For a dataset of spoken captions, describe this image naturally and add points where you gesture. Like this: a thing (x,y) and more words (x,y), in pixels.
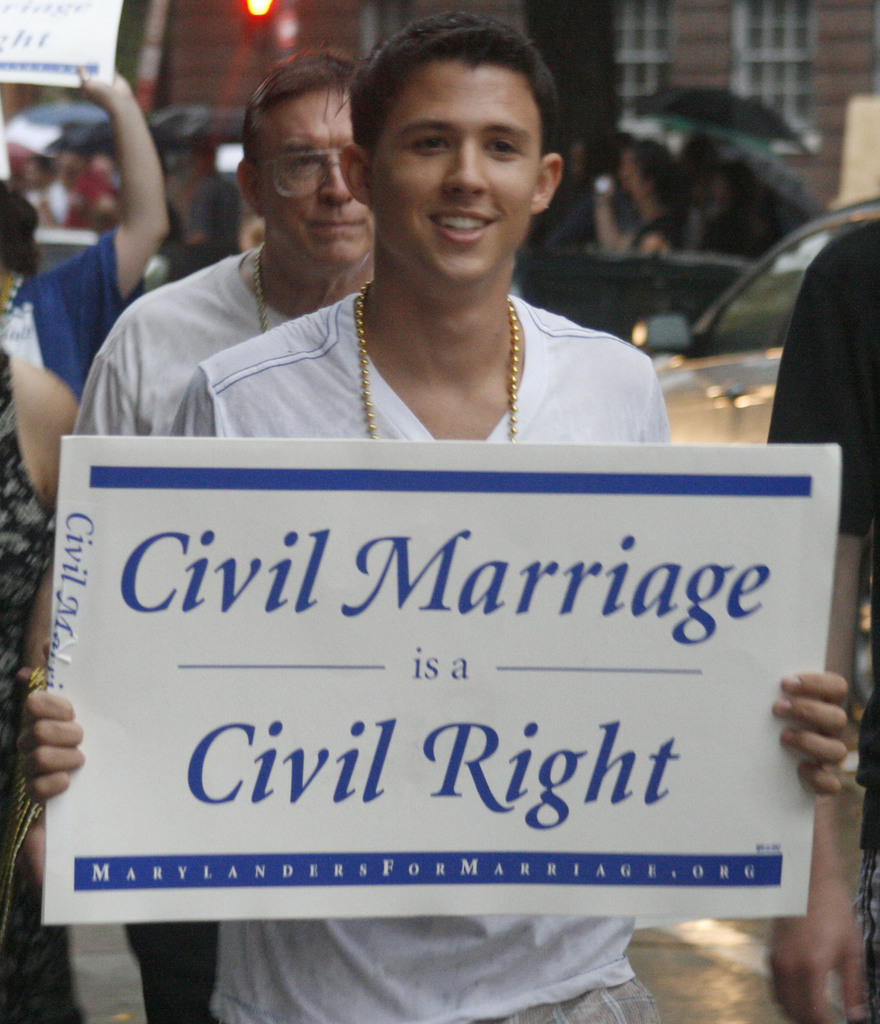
This picture is clicked outside and we can see the group of persons (567,390). In the foreground (578,363) we can see a person (320,374) wearing white color t-shirt (572,393) and holding a banner (105,560) on which we can see the text (467,678). In the background (192,17) we can see the building (189,30) and the vehicles (783,309) and we can see the group of persons (47,176) and umbrellas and we can see the light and some other objects (161,14).
